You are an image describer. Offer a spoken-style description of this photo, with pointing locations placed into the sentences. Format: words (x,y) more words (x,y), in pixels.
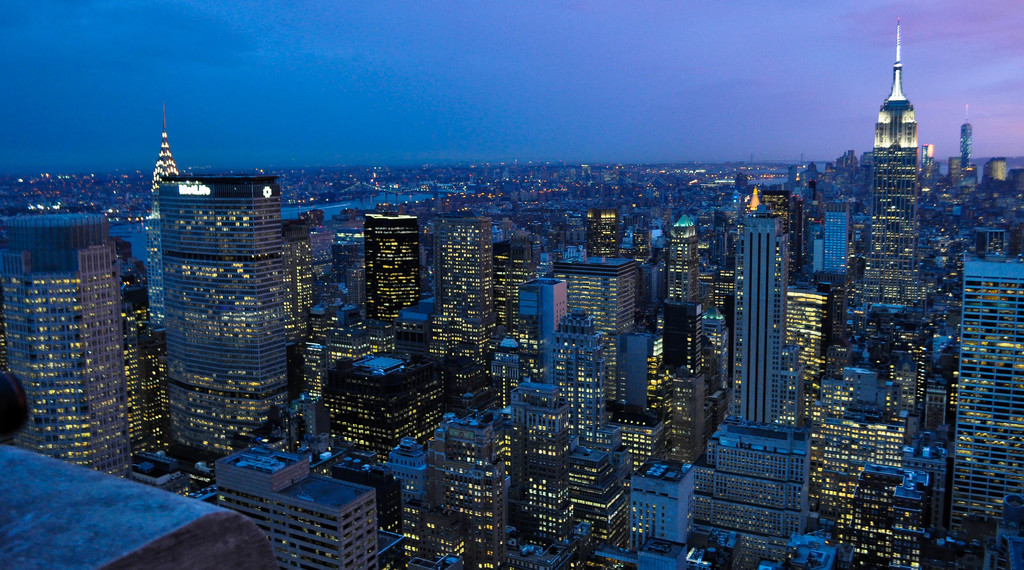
In this picture we can see few buildings (551,316) and lights (485,246), and also we can see water (379,204).
